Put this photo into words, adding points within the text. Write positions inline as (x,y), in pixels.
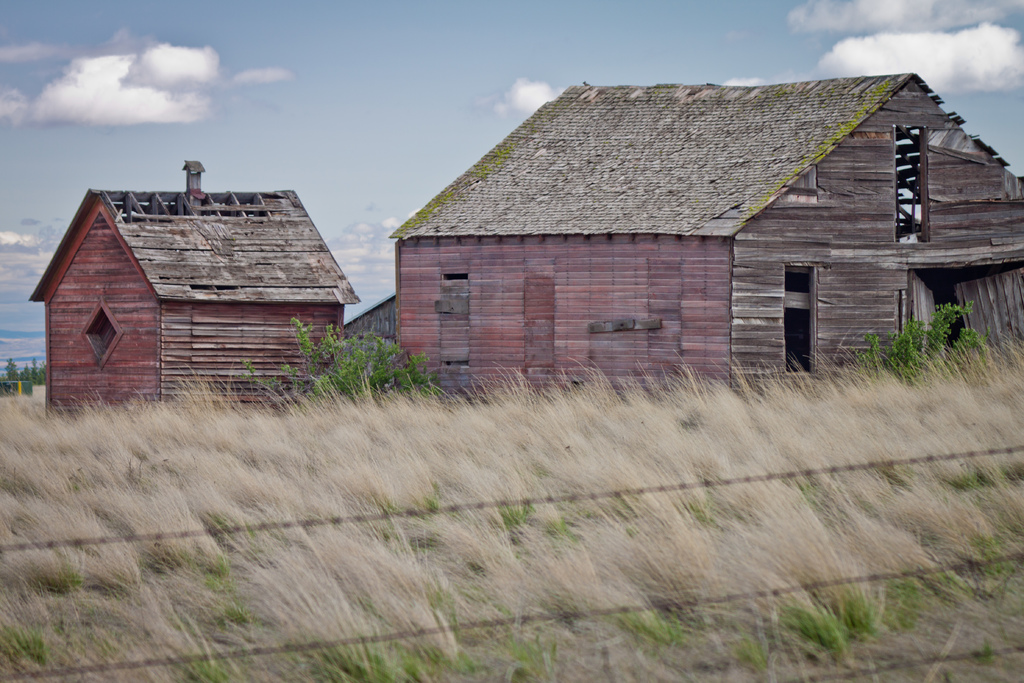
This picture shows couple of wooden houses (622,235) and we see grass (511,490) and few plants (902,339) and we see a blue cloudy sky (278,98).
